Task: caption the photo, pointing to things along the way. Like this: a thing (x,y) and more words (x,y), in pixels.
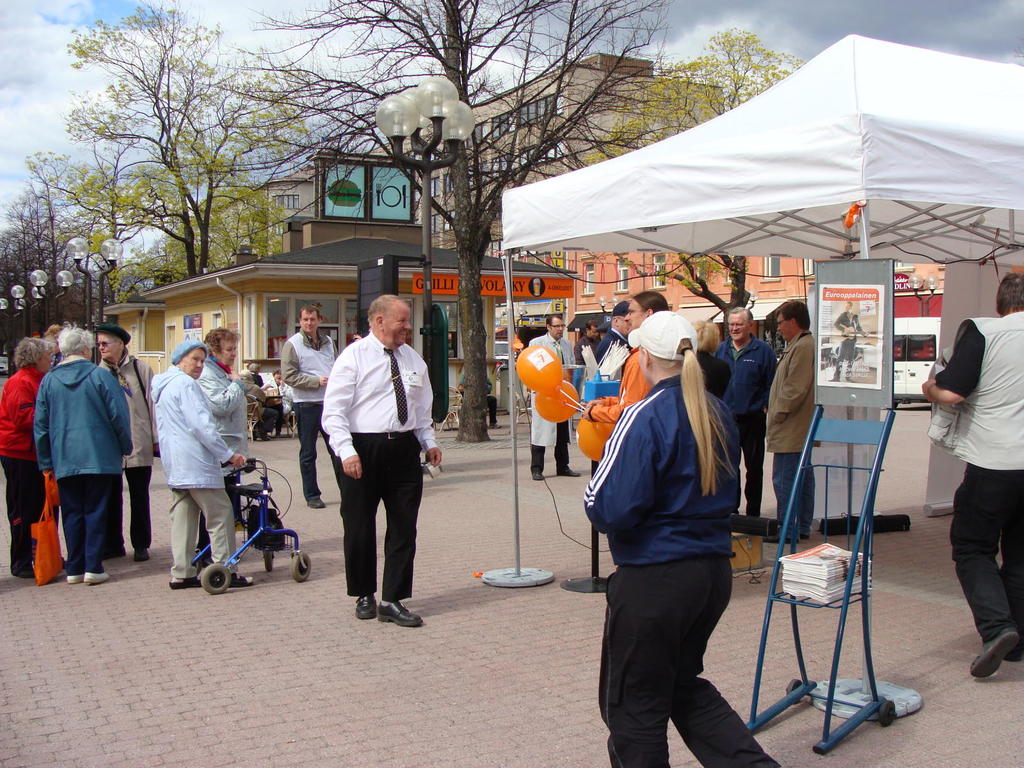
In the middle (675,401) a woman (699,512) is walking, this woman (692,512) wore blue color coat (671,481). A man (416,491) is walking, he wore a white color shirt (395,427), black color trouser (362,487). On the right side (817,163) there is a tent (886,184) in white color, in the middle (412,266) there are trees (467,150) and houses (353,241). At the top (56,114) it is the sky (66,102).
